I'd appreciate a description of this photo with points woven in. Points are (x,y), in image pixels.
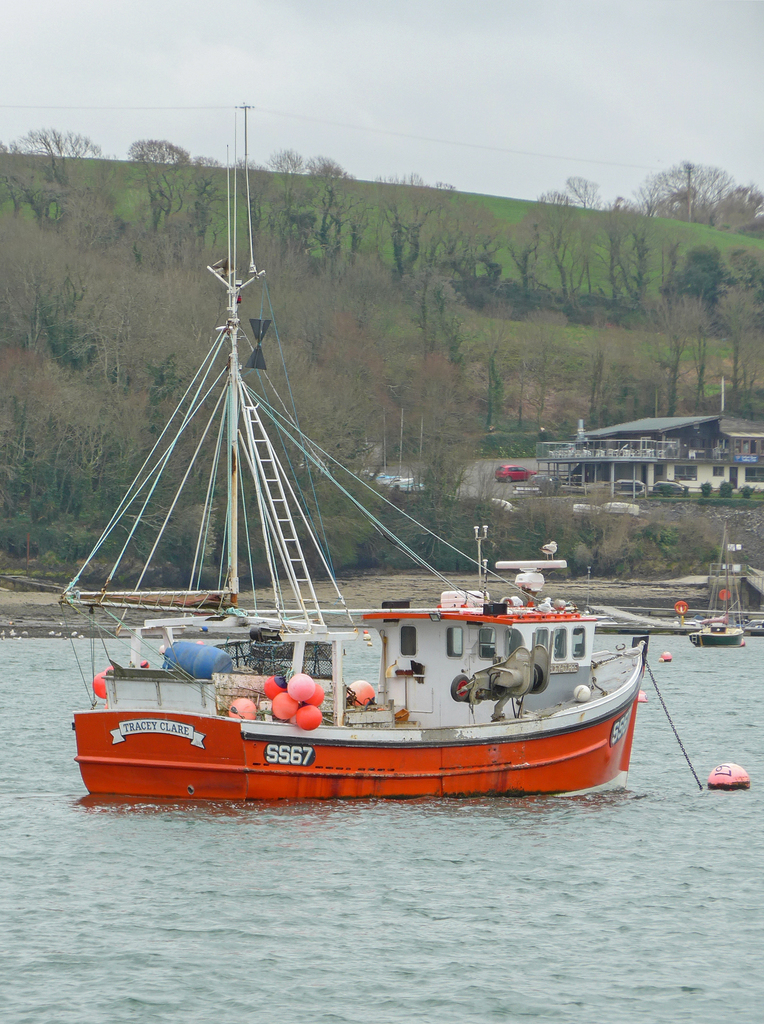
In this image I can see few boats (419,724), poles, water (599,795), trees (199,490), houses (628,466) and vehicles (675,487). The sky (520,126) is in white and blue color.
